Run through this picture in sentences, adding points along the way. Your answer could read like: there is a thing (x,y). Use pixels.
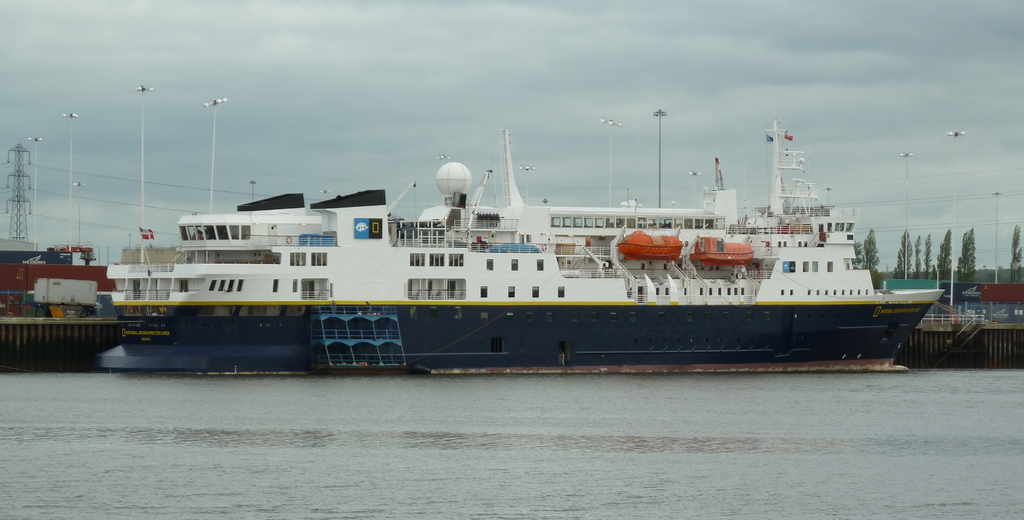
In the foreground (567,301), I can see a ship (537,292) in the water (569,393). In the background (102,337), I can see a fence (62,353), boats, trees (958,274), towers (144,195) and the sky (120,23). This image taken, maybe in the lake (674,433).
